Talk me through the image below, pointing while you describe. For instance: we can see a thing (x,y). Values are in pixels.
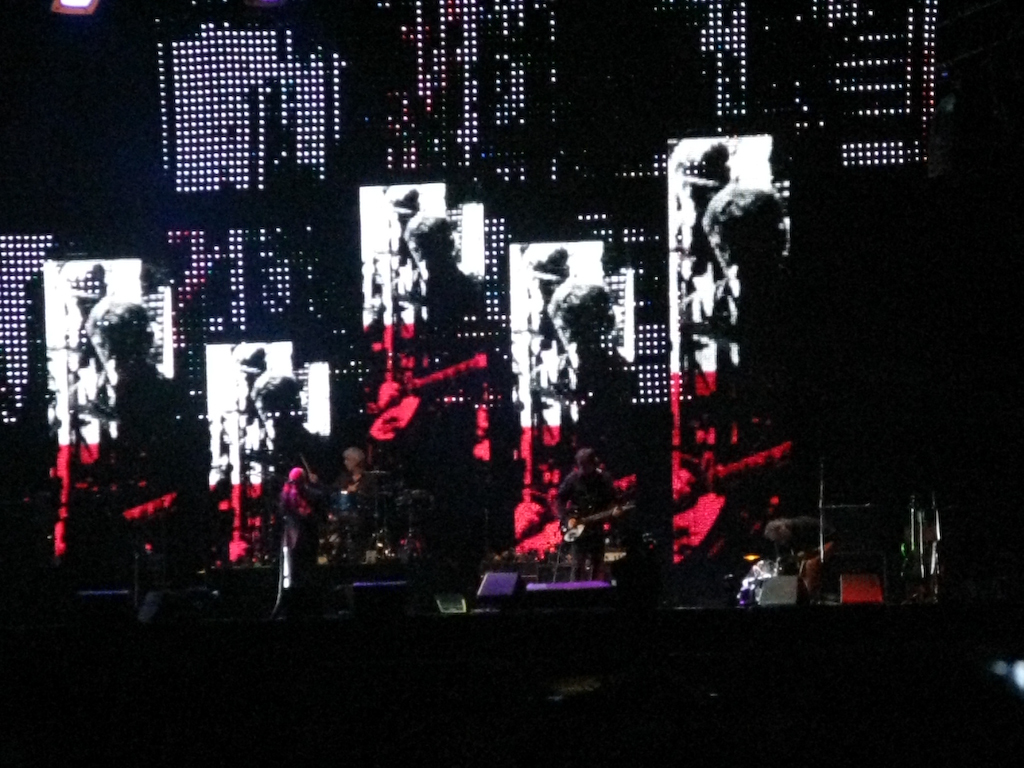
The picture is from a concert. In the center of the picture (477,492) there is a stage (441,619), on the stage (718,588) there is a person (587,522) playing guitar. At the bottom (375,650) it is dark. In the background (196,345) there is screen (557,334), on the screen (557,334) there is a person (422,366) playing musical instrument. At the top (555,52) it is dark.
